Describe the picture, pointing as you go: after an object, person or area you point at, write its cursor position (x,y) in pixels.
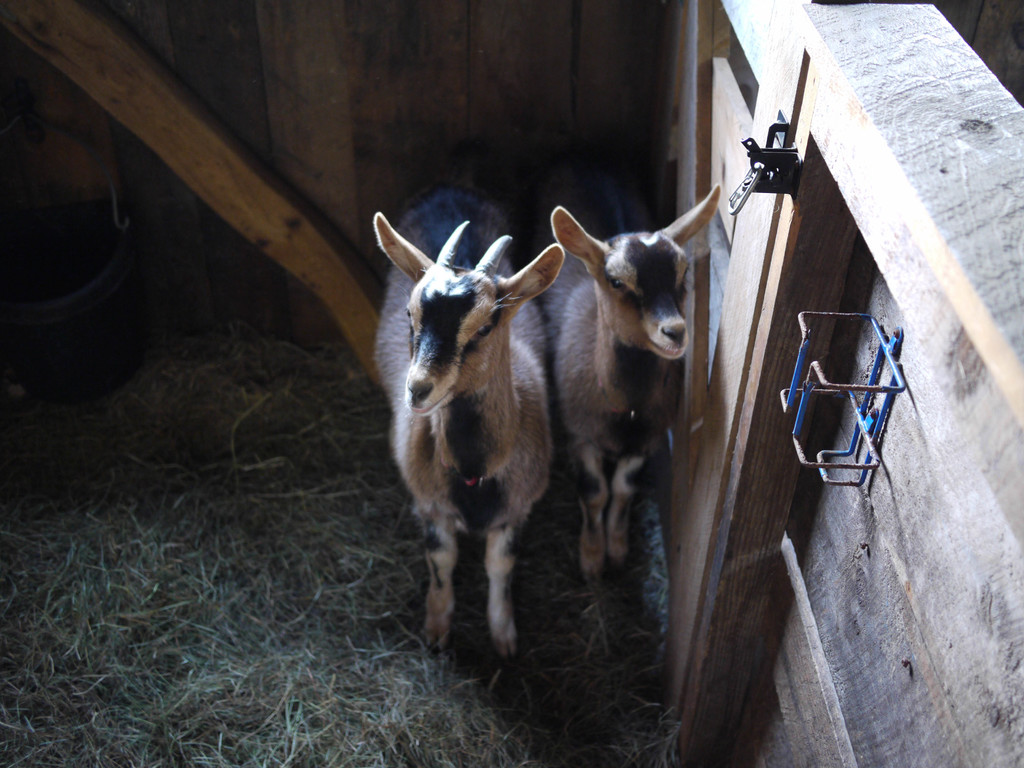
These are the two goats (543,340), this is the wooden wall (1004,5). This is the grass (250,648).
